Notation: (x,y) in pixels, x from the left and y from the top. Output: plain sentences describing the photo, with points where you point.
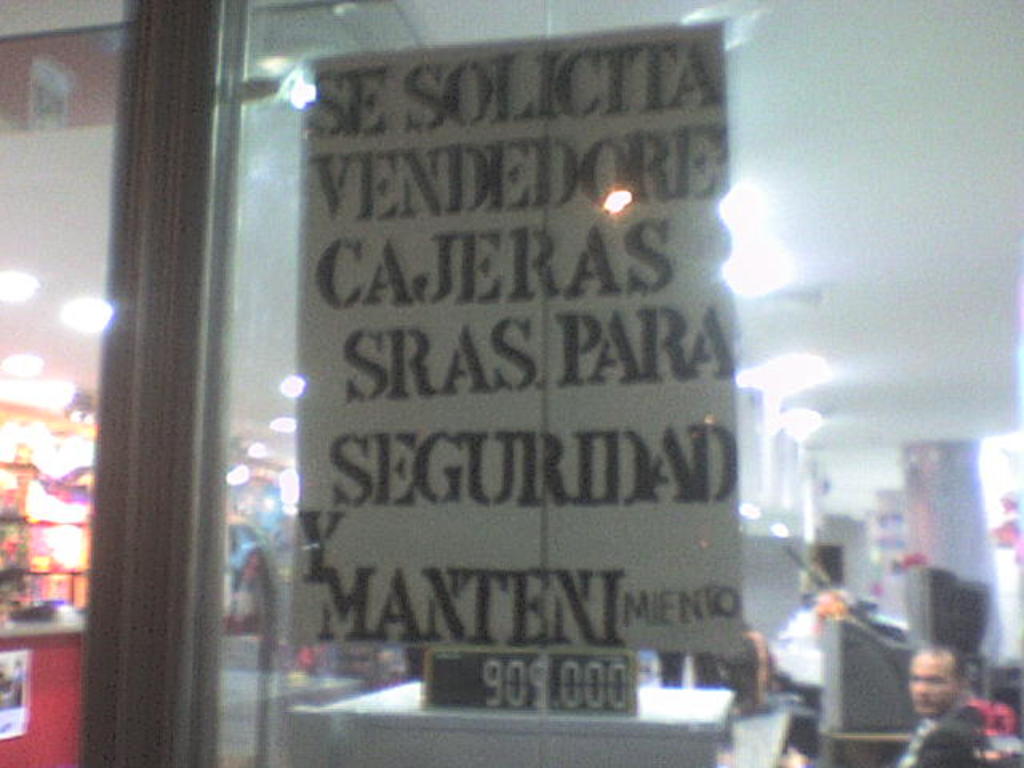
In this image I can see the glass (413,667). Inside the building (416,655) I can see the person (929,732), many objects (286,683), boards (434,488) and the lights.
